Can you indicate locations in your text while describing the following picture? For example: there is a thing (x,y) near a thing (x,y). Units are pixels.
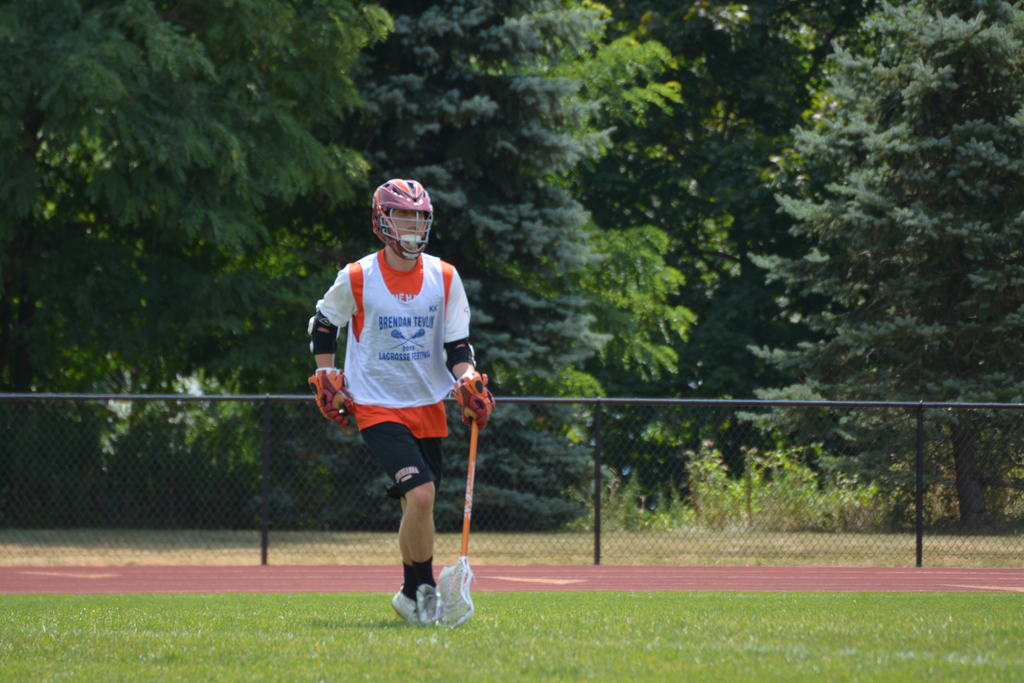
In this picture there is a man (398,608) walking and holding a lacrosse stick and wore helmet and gloves (330,374). We can see grass (278,624), ground (268,566) and mesh (139,531). In the background of the image (643,280) we can see trees (701,353) and plants (822,487).
